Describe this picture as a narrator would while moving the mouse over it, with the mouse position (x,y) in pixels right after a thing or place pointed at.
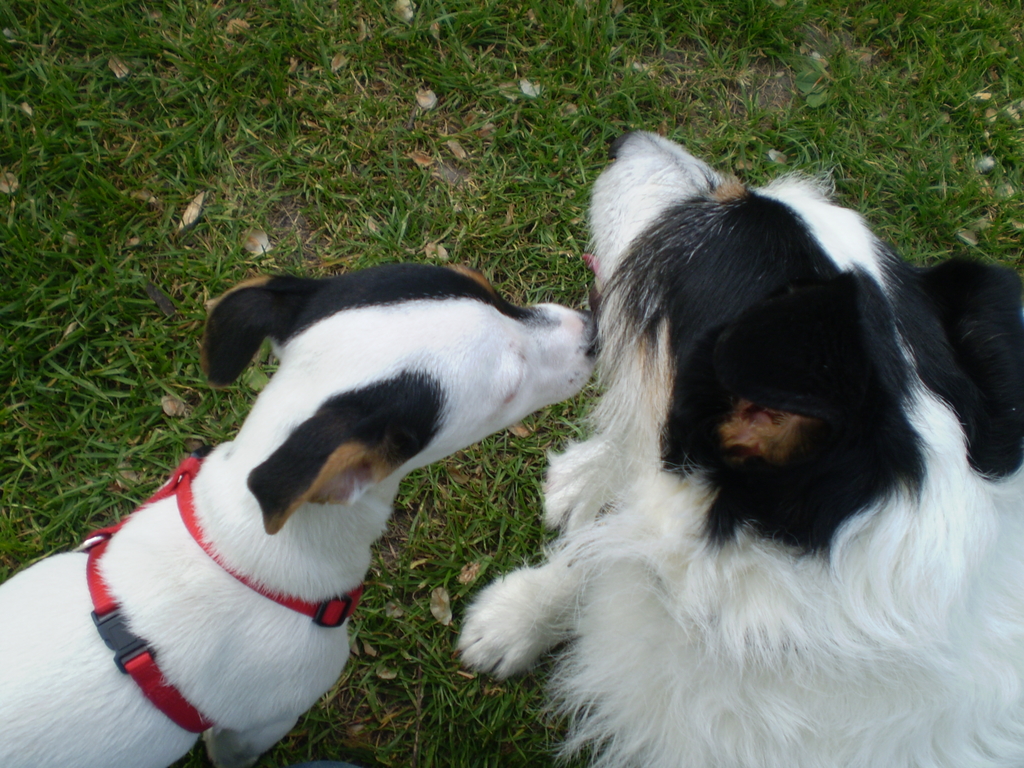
There are two black and white dogs (347,457) on the grass (233,265). Dog (284,549) on the left (162,621) is having a red belt (126,625).
